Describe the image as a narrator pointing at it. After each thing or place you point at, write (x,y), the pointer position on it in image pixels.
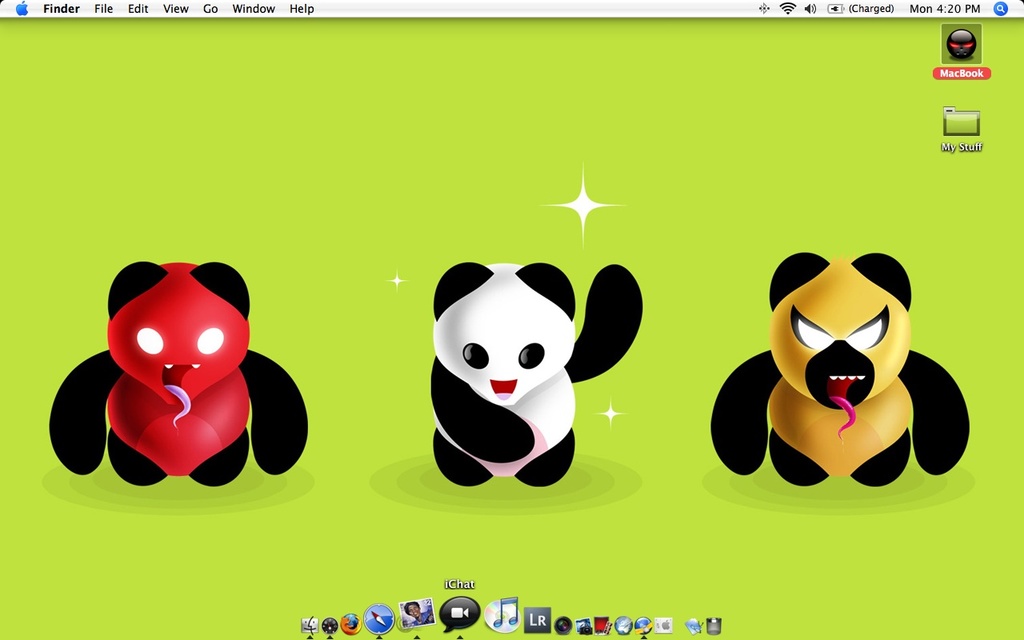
In this image we can see a computer screen (682,252) and cartoons (191,350) on it.
